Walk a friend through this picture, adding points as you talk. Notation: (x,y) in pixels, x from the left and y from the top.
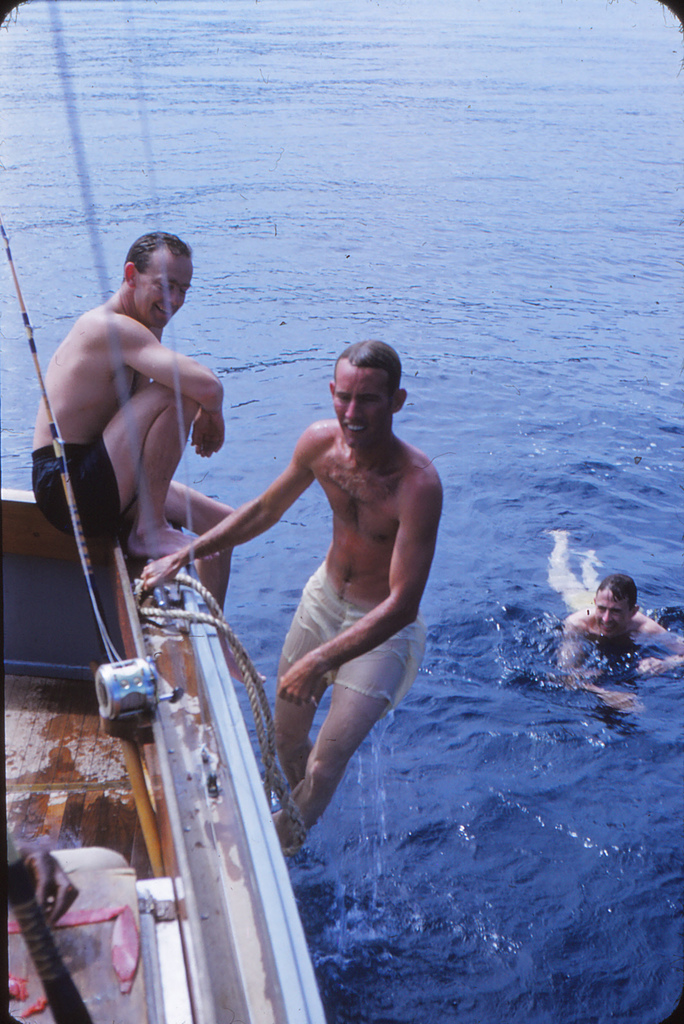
In this picture I can see a boat (90,705) on the left (13,598) and I see 2 men (135,405) on it and I can see the water (220,237) and on the right side of this picture (592,598) I see a man (655,631) in the water (597,542).
